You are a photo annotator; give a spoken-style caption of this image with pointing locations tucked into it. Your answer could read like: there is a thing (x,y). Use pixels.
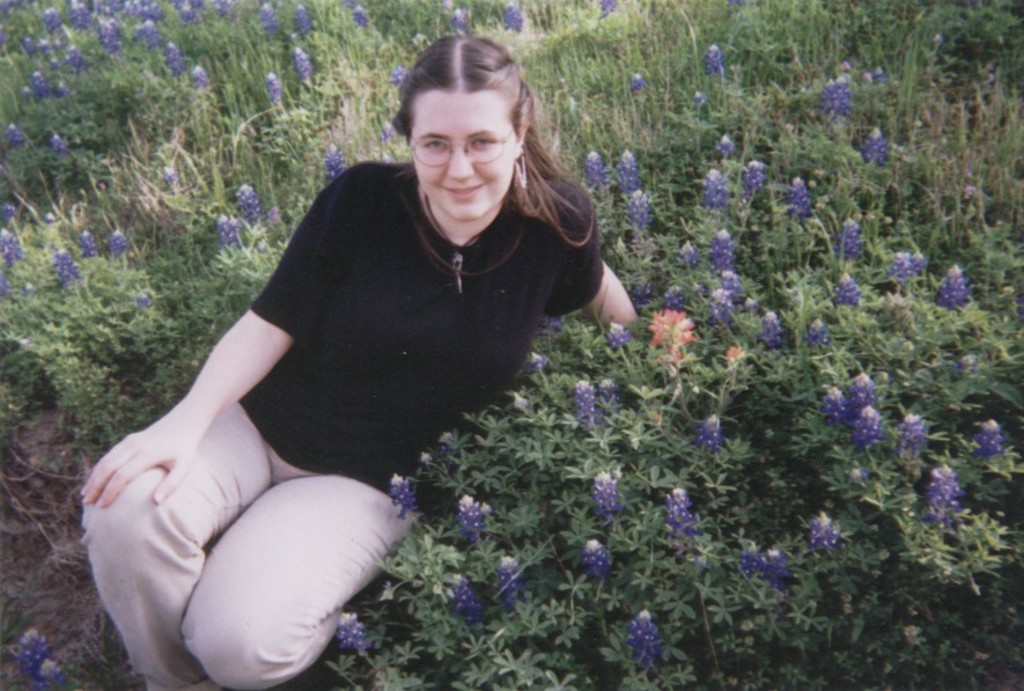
Here we can see a woman (215,479). She has spectacles (428,157) and she is smiling. In the background (731,31) we can see plants (740,152) with flowers (390,132).
